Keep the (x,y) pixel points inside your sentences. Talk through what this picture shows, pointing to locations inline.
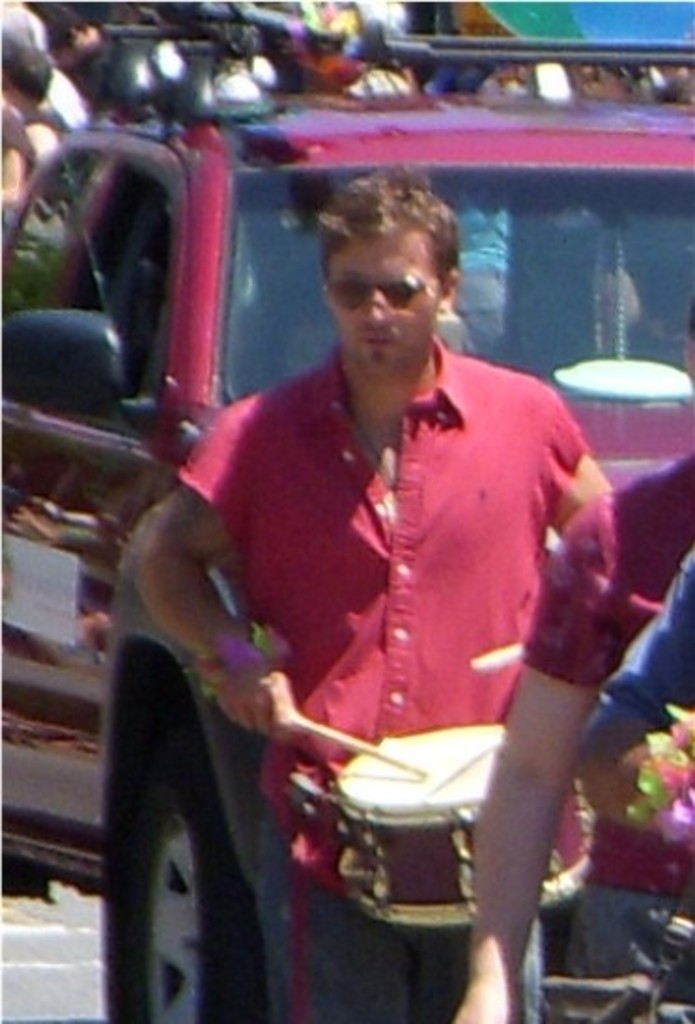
In this image we can see a person (371,626) playing a musical instrument (449,848), behind him we can see a vehicle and in the background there are some people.
